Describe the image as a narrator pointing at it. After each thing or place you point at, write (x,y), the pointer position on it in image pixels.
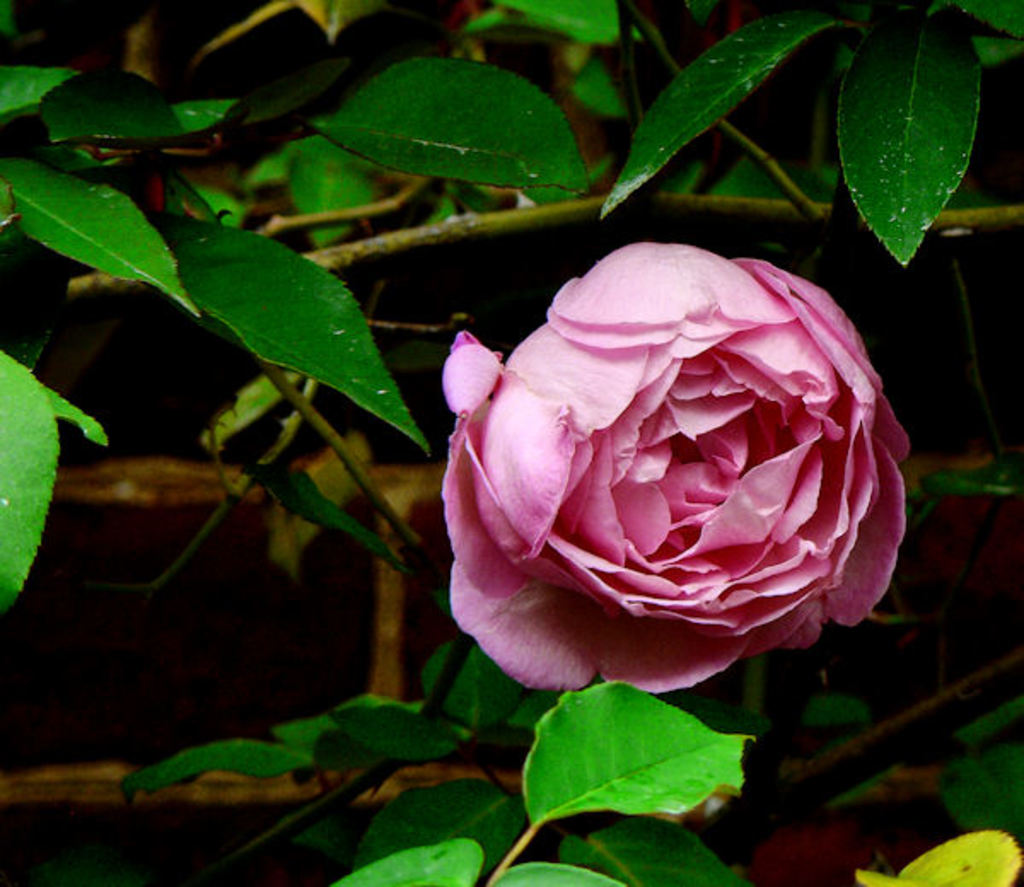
It is a zoom in picture of a pink color flower (689,417) to the plant (727,201).
